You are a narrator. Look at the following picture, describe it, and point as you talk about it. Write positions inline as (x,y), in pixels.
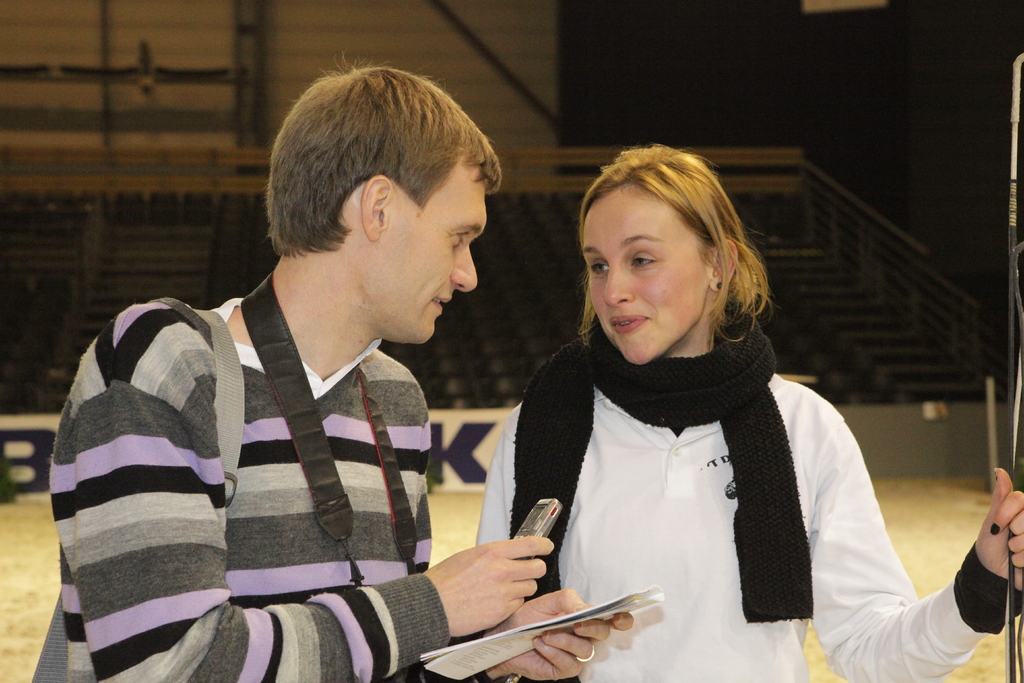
In this image in the foreground (714,378) there is one man (245,639) and one woman (703,513) and the man (571,628) is holding some papers (477,661) and a mobile phone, in the background (867,310) there are some stairs (867,310), railing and a wall (490,103).
